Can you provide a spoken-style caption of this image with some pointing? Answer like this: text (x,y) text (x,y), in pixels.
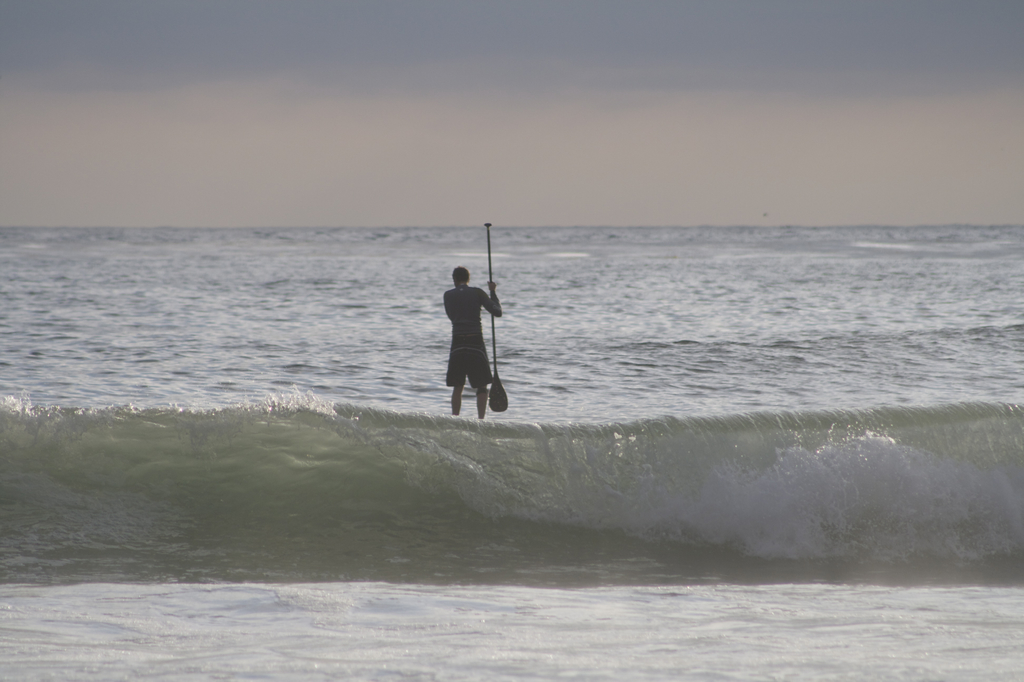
In this image we can see a person (465,345) standing in the sea (492,427) and holding an object (496,409), in the background (548,151) we can see the sky (545,136).
